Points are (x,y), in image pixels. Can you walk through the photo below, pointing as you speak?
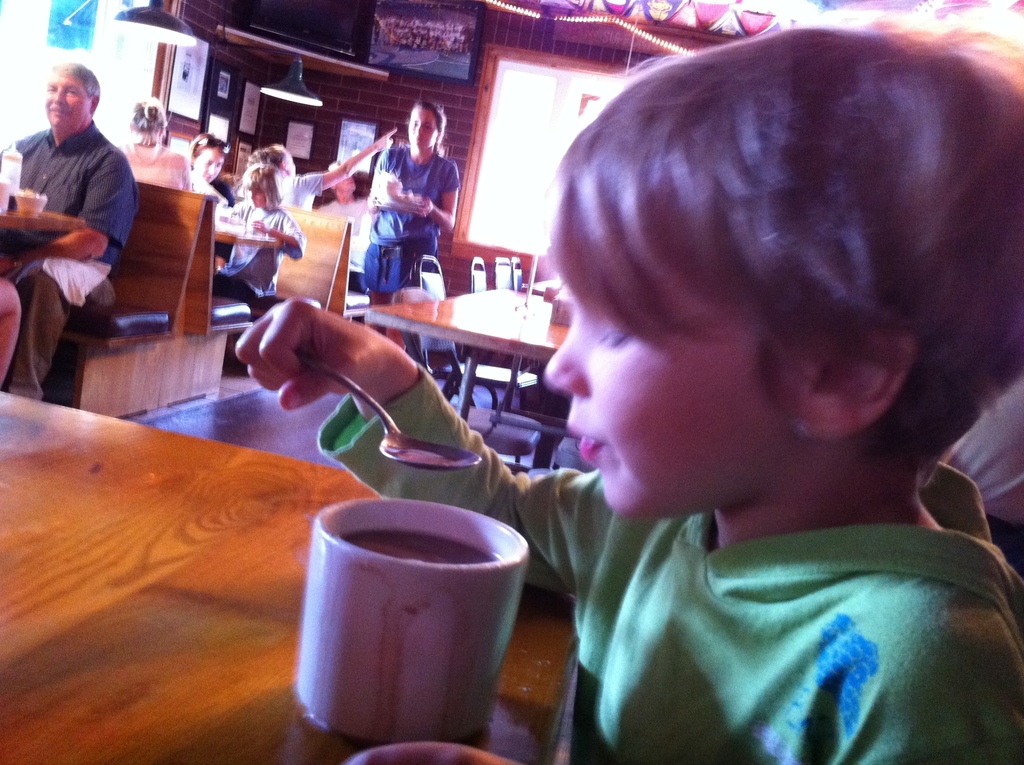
In this image we can see persons (344,429) sitting on the benches (206,262) and a woman (410,276) standing on the floor (284,440). In addition to this we can see electric lights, wall hangings (224,96), crockery (414,523), chairs (484,285).
